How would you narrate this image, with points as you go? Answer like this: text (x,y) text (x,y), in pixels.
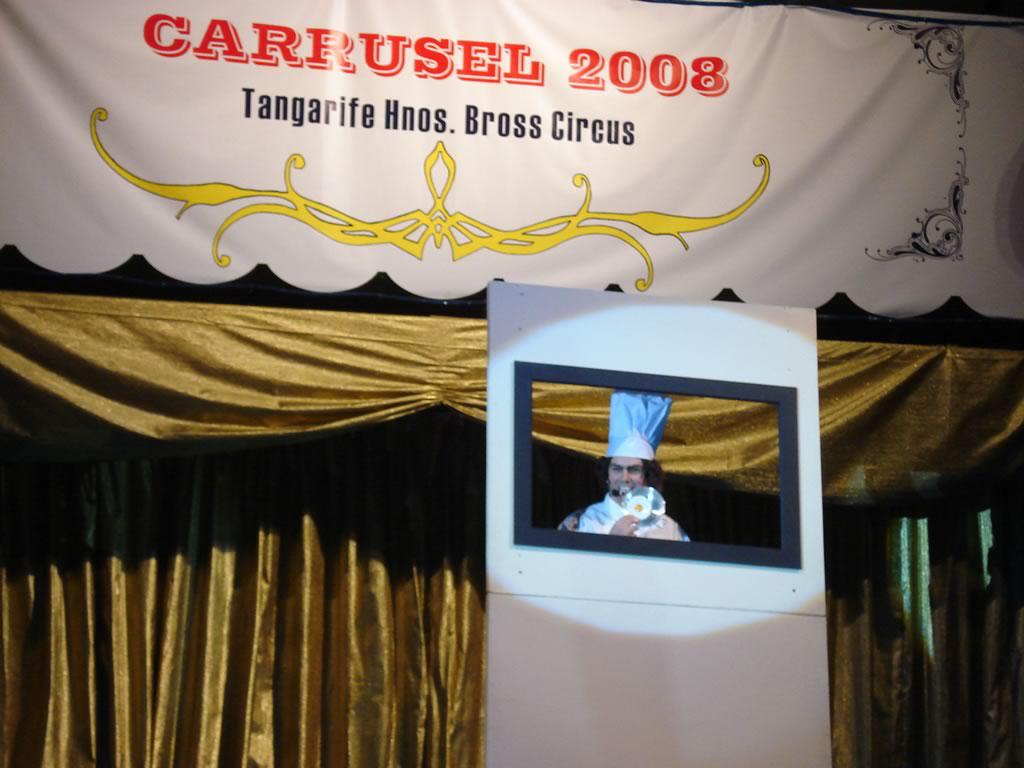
In this image we can see a photo frame (654,499), in which there is a person (627,491) and also we can see there is a curtain (380,200) with some text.
